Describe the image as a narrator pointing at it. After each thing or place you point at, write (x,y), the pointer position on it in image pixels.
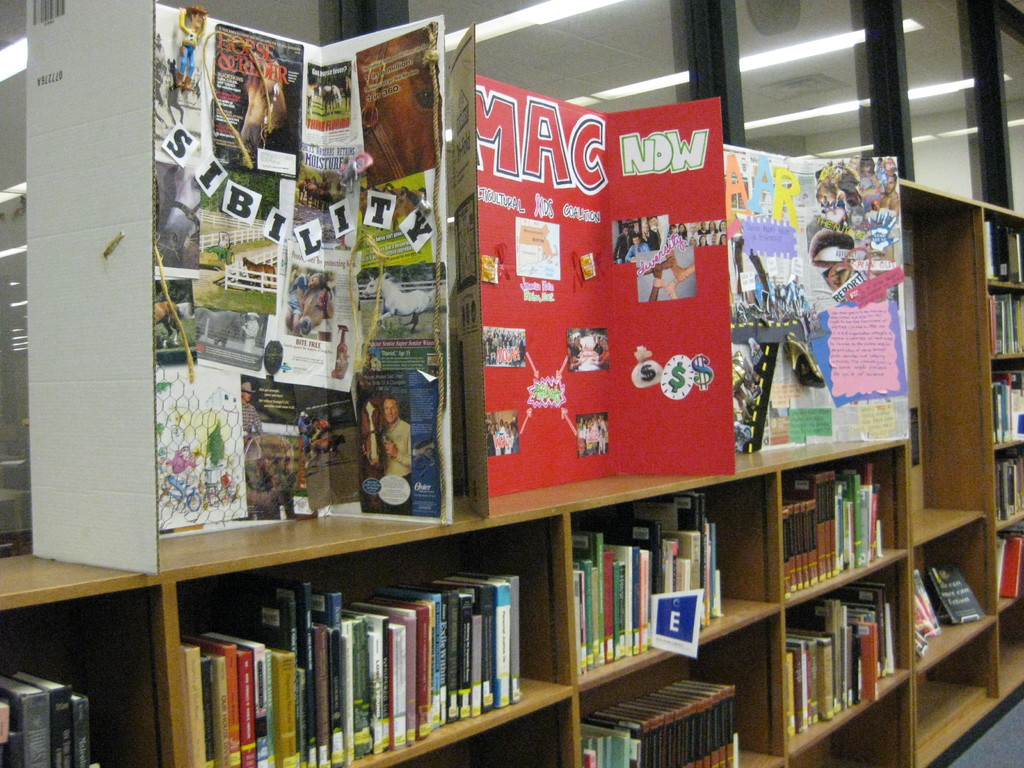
In this picture we can see the reflection of lights (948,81) on the glasses (811,86). We can see the posters (416,258) with some information (204,300) and we can see the boards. We can see the books (1018,252) arranged in the wooden racks (771,630) and we can see the floor (1001,763).
